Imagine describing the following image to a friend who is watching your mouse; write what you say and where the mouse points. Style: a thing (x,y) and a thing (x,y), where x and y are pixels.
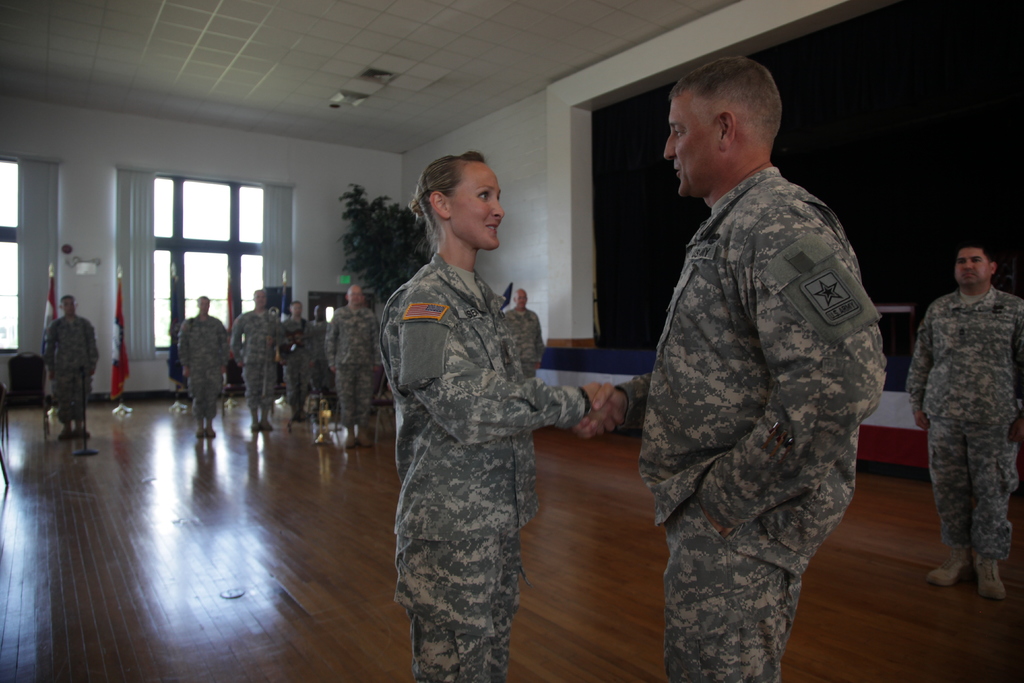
In the middle (431,362) a beautiful woman (488,409) is shaking the hands (616,412) with the man (601,422), she wore army dress (456,413). On the left side (216,416) a group of men (272,399) are performing the army actions.
